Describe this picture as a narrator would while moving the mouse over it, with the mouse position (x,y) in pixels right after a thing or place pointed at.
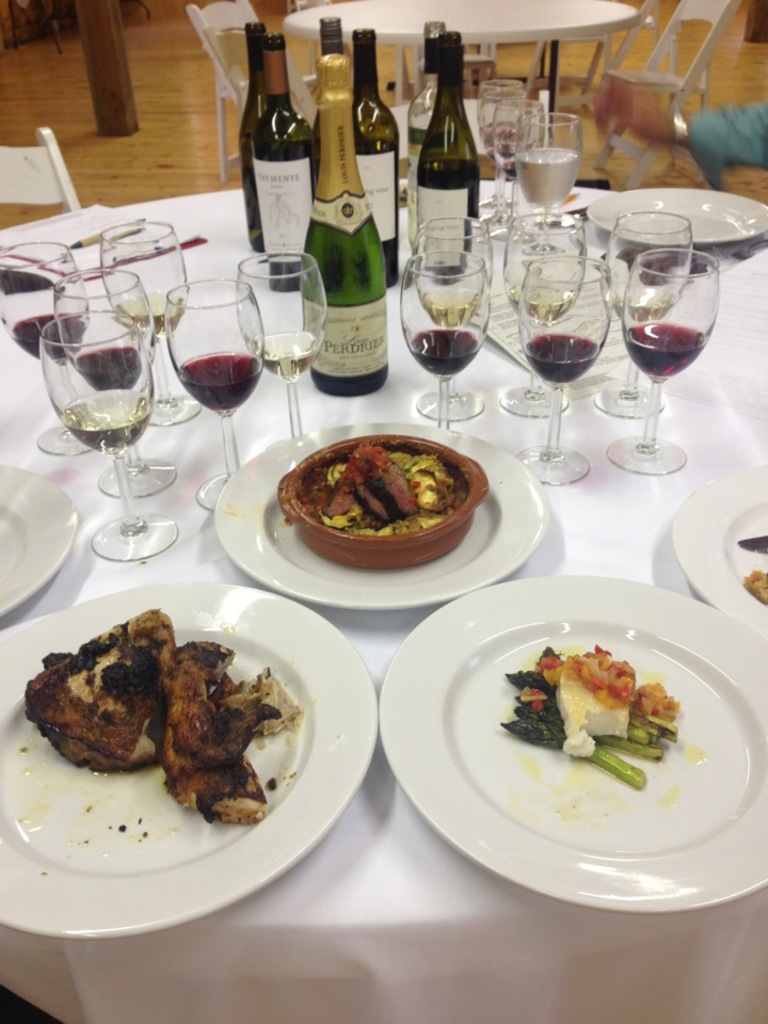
In this image we can see group of glasses (593,275), bottles (326,167) and plates (485,546) containing food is placed on the table (206,278). On the right side of the image (746,146) we can see the hand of a person (717,124). At the top of the image (517,21) we can see a table (554,70) and some chairs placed on the floor (152,132). In the background (103,53), we can see pillars (127,84).
